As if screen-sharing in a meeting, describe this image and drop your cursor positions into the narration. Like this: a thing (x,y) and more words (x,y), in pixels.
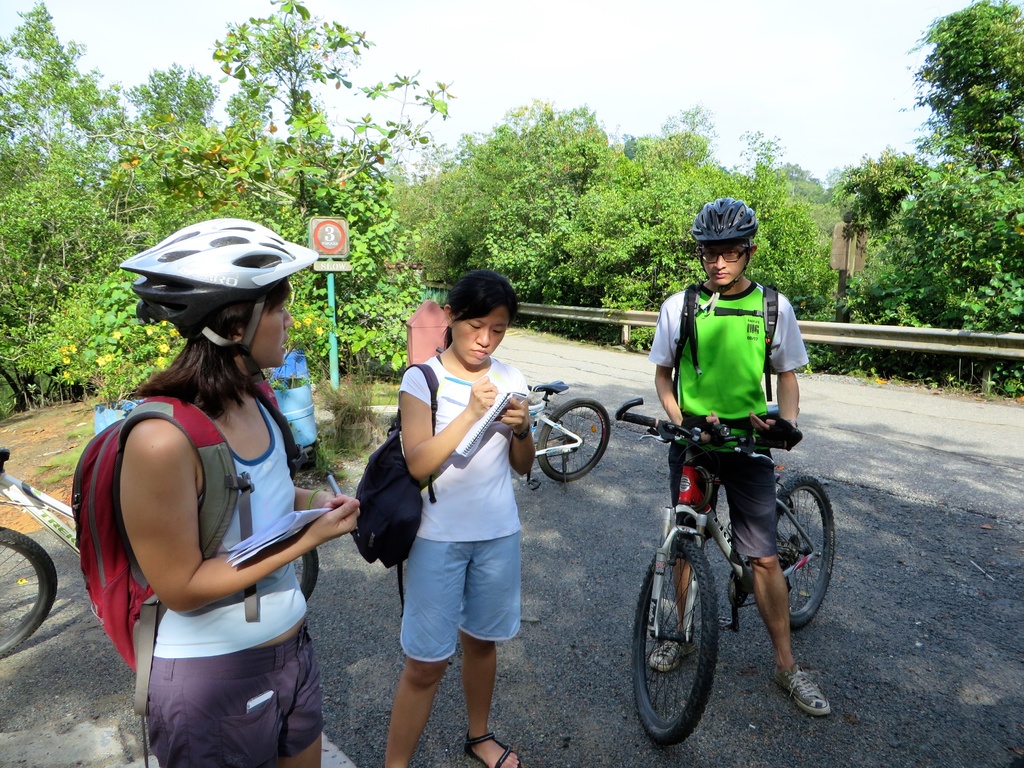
In the image we can see there are people (155,530) who are standing and they are carrying backpack (97,551) and a person (734,374) is standing and holding bicycle (681,509). At the back (211,107) there are lot of trees (263,187).
